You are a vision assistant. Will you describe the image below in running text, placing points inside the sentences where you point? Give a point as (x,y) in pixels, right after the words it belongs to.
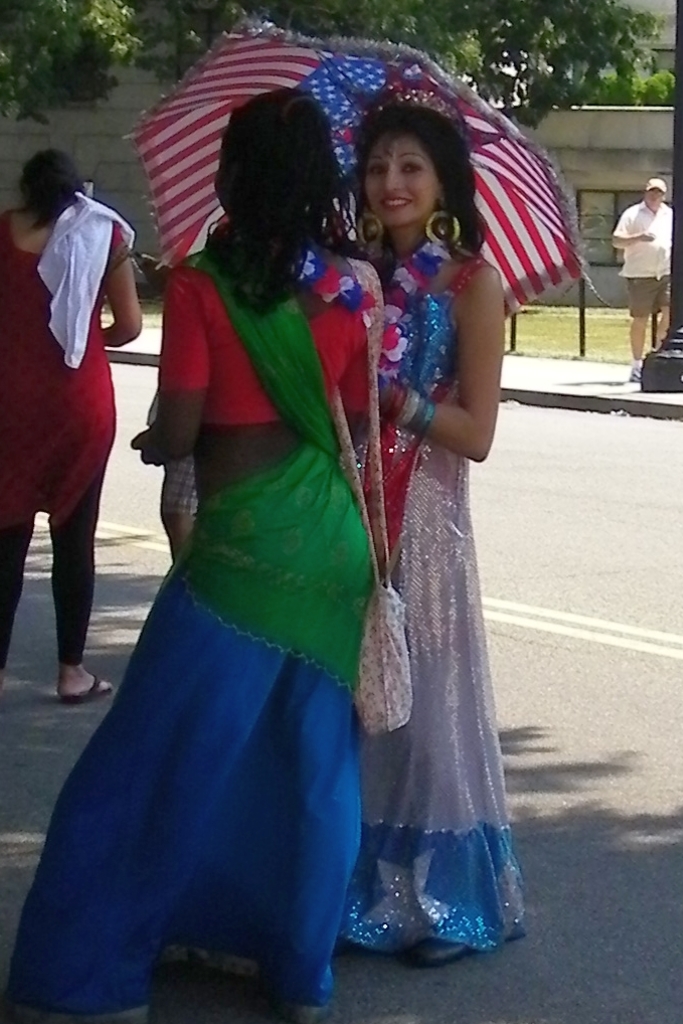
In the front of the image (384,611) I can see people (83,832). Among them one person (417,272) is holding an object (397,69) and another person (279,640) wore a bag (374,618). In the background of the image (558,510) I can see road (577,458), trees (81,51), wall (64,141), rods (584,283), pole (676,295), person (633,315), grass (600,318) and chains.
